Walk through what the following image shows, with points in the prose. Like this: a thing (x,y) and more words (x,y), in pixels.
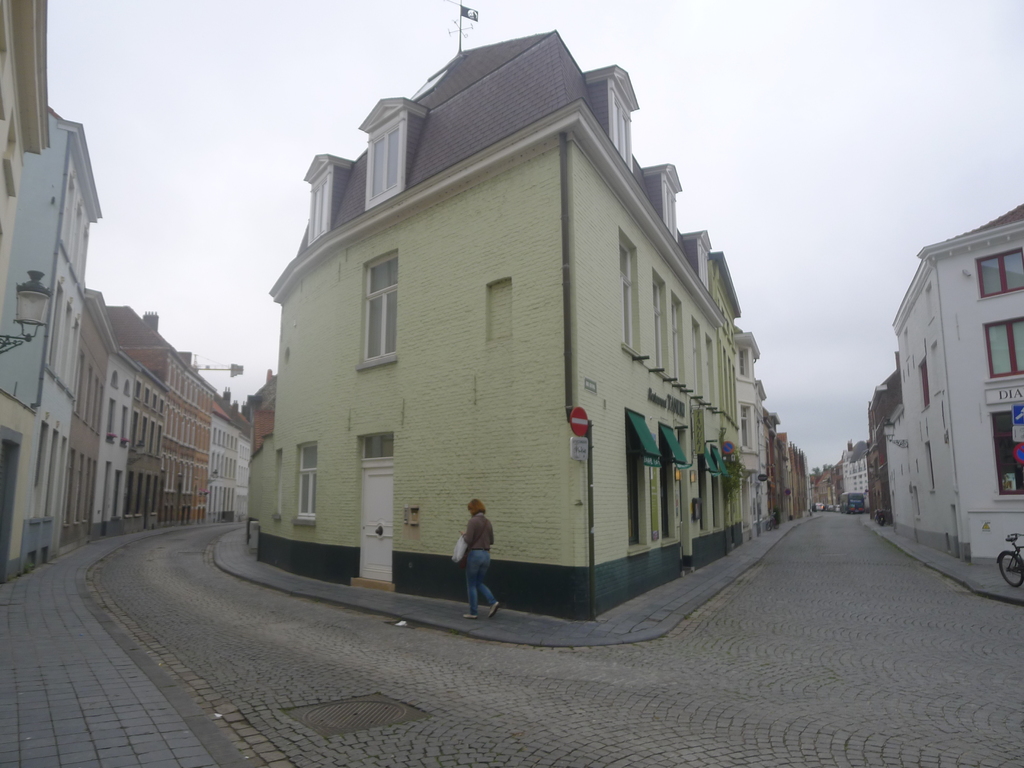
In this picture we can see few buildings (552,394) and a person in the middle of the image (479,504), on the right side of the image (1012,416) we can find few sign boards (1005,398) and a bicycle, on the left side of the image (22,329) we can see a light (32,283).
